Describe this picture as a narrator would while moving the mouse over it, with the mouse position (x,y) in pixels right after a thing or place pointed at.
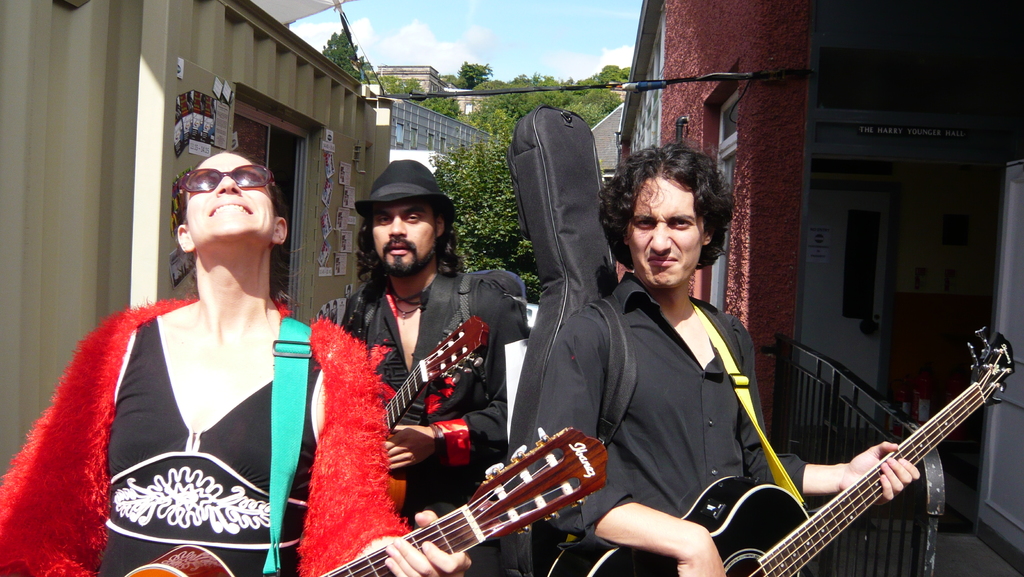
At the top of the picture (524,39) we can see sky (498,43) with cloud (477,48). In the background (374,104) we can see buildings (427,115), trees (475,145). Here we can see three persons (681,412) standing and playing guitar (545,444). This is a door (887,316).
